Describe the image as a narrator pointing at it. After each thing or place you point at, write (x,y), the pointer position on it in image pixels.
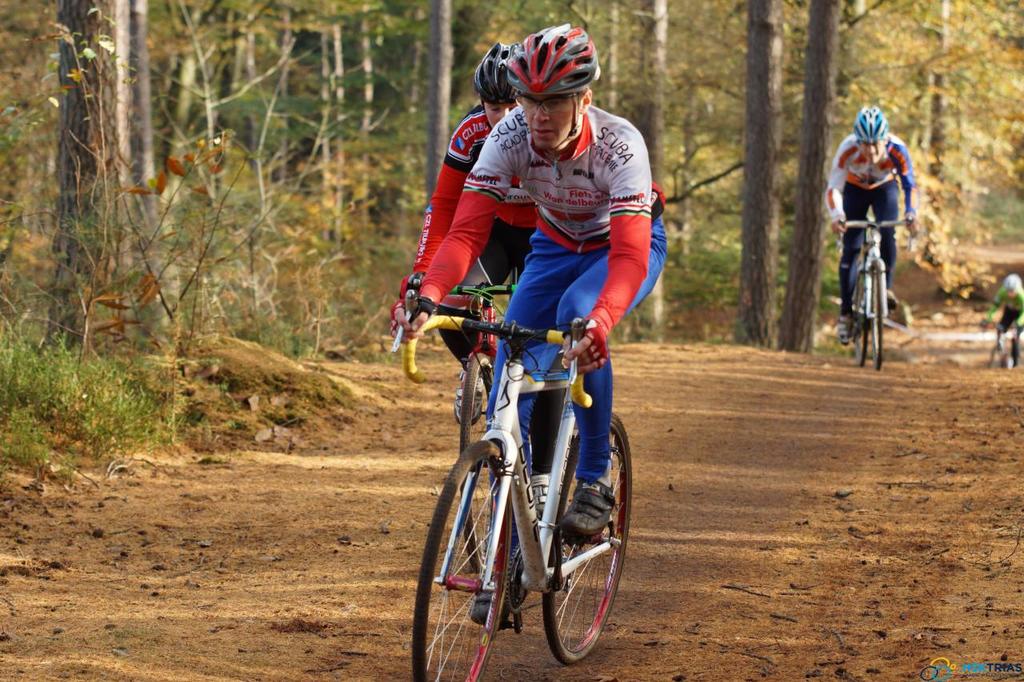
In this image people (588,305) are cycling on the road (385,556). At the background (501,38) there are trees (696,160).
